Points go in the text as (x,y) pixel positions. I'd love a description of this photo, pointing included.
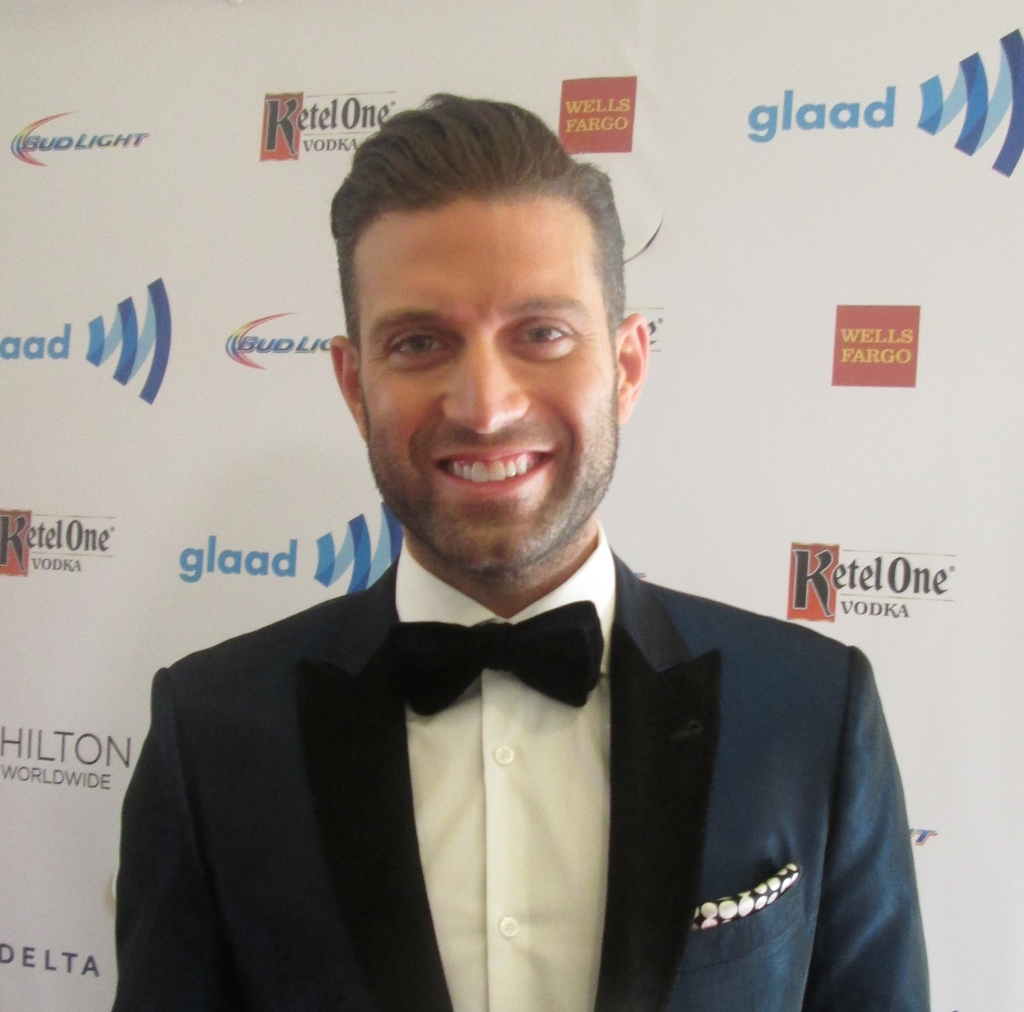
In this picture we can see a man (590,983) wearing a black suit (676,938) with white shirt (509,854), smiling and giving a pose to the camera. Behind there is a white background (63,312).
